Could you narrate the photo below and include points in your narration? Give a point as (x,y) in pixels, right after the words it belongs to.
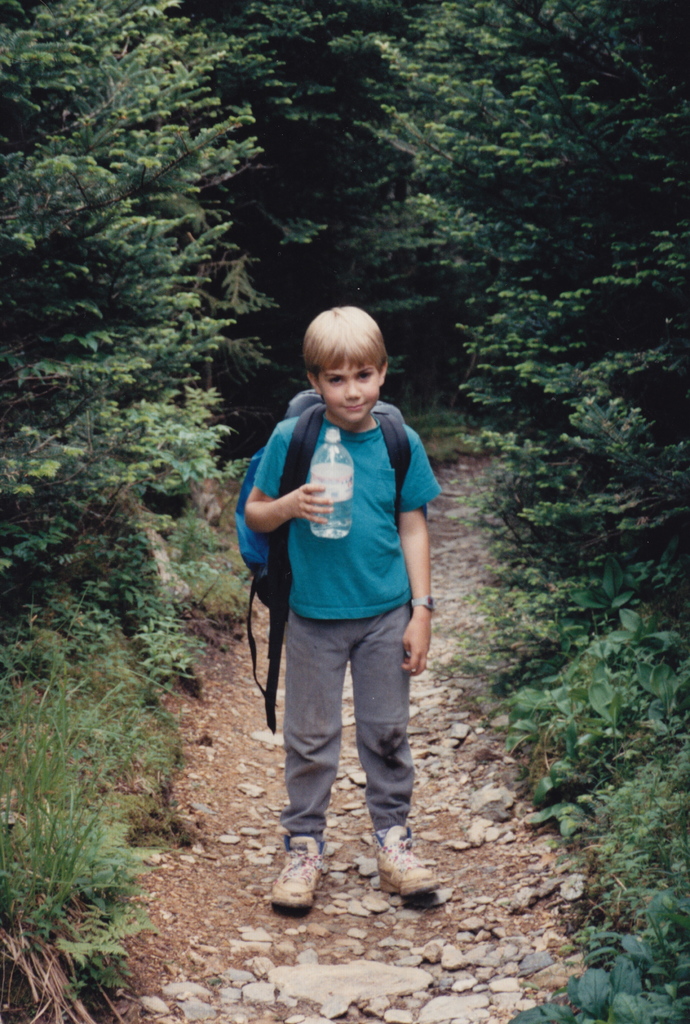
a person (348,657) is standing between the trees (421,145). he is wearing a backpack (390,448) and holding a water bottle (331,485).
